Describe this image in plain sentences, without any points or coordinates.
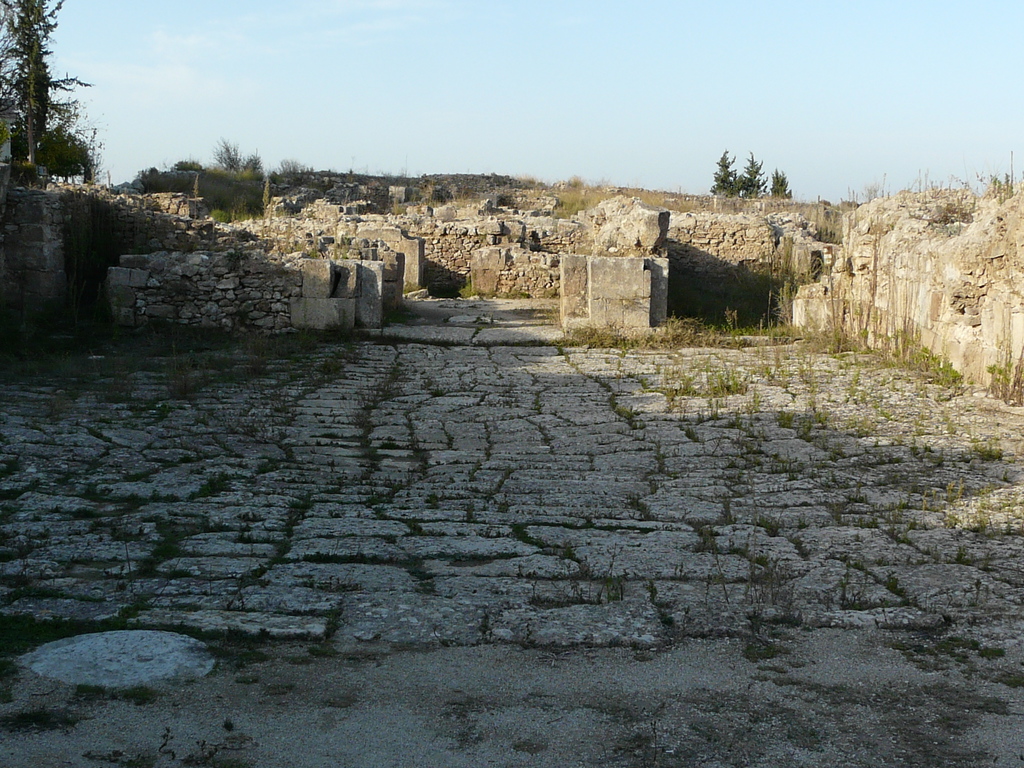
This picture is consists of cobblestones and few trees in the image.
